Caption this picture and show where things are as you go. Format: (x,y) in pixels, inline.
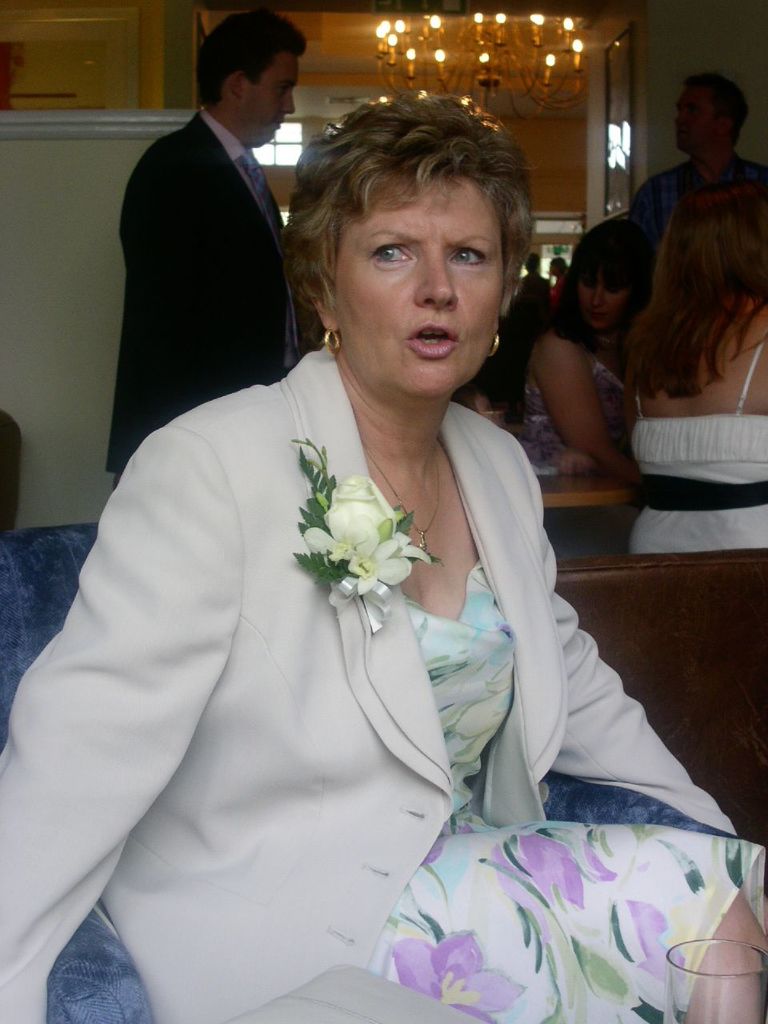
In this picture I can see there is a woman (116,531) sitting and she is wearing a dress (610,896) and a coat (522,739). There are two other women (726,373) sitting in the backdrop (553,376) and there are two men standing and there are lights (454,71) attached to the ceiling (593,1).
